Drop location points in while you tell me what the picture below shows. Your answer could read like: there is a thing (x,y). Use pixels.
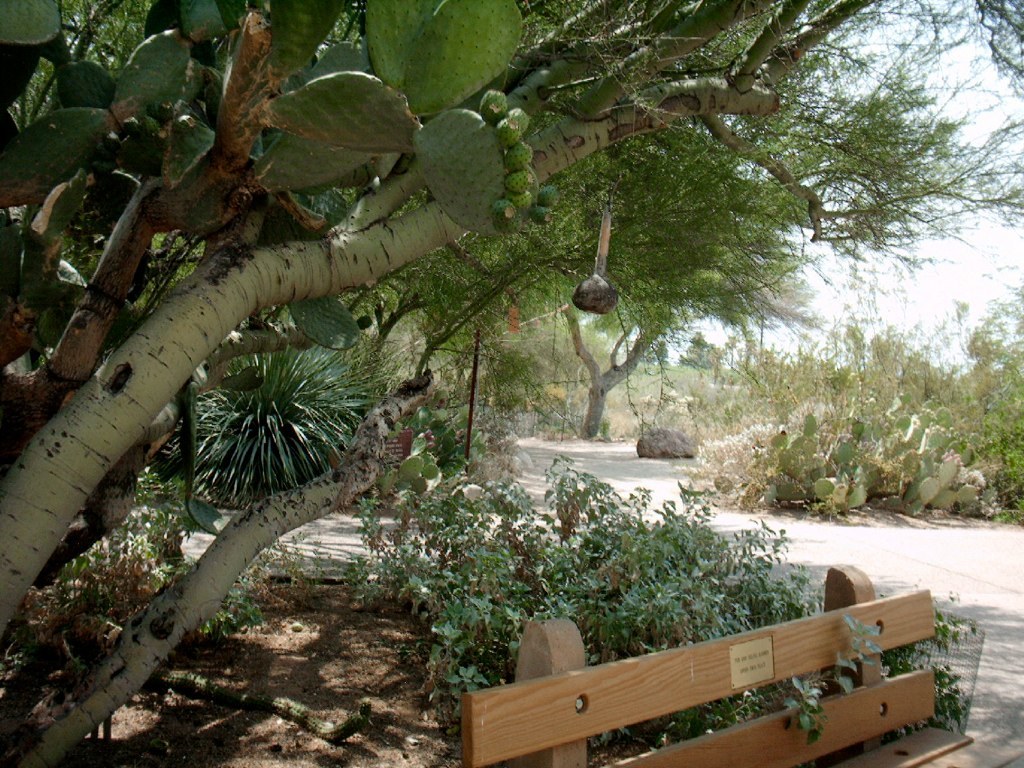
At the bottom of the image (643,701) we can see a bench (837,739) and plants (633,596). In the background (665,304) there are trees (758,243) and sky (914,299).
